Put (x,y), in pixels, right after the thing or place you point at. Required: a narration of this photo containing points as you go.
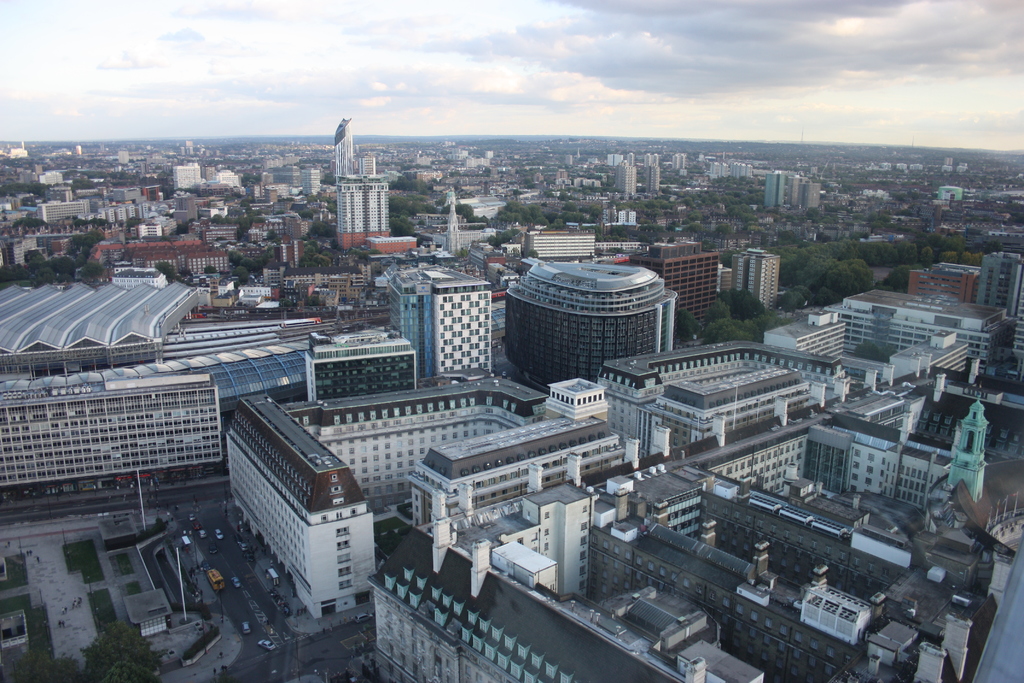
This is a picture of the city (573,498), where there are roads (222,506), vehicles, buildings (668,316), there are trees (976,257), and in the background (547,61) there is sky (890,67).
